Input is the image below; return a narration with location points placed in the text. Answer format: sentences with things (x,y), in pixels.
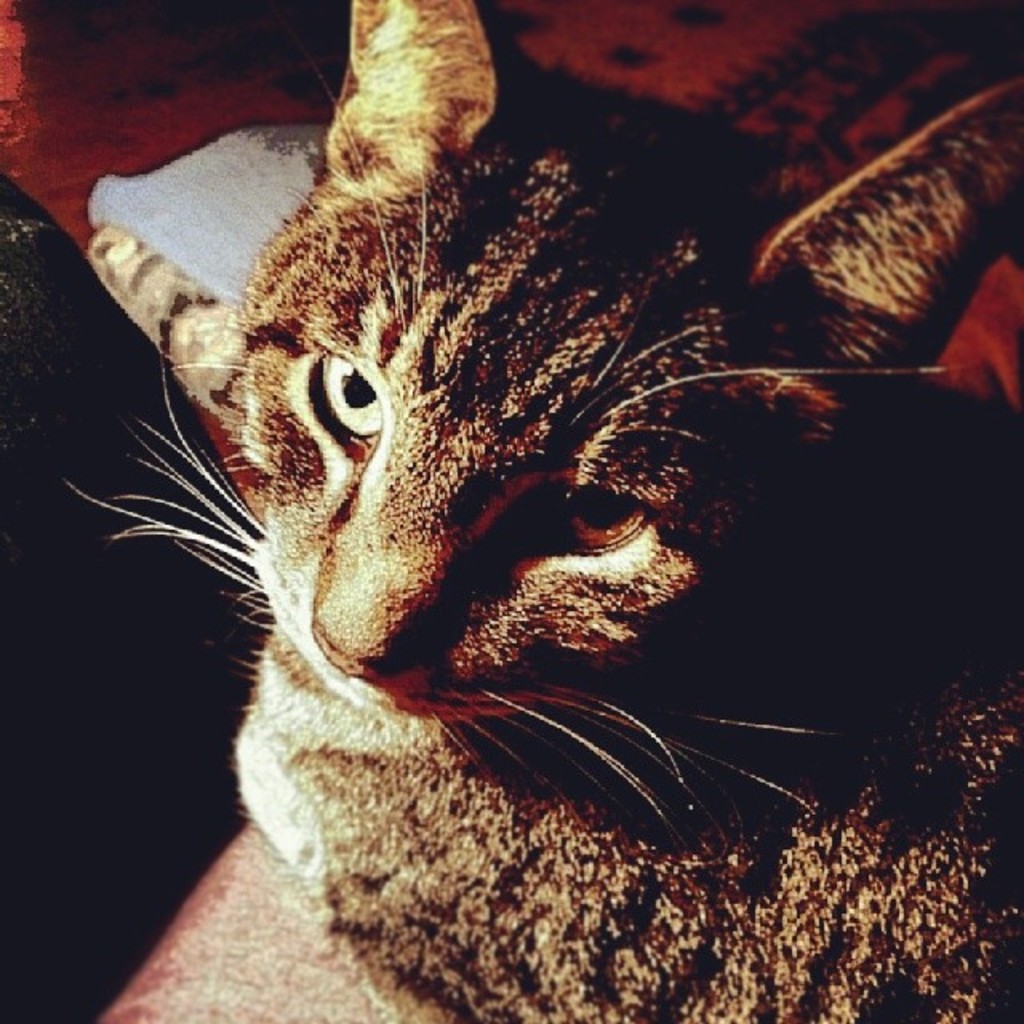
In front of the picture, we see a cat (655,679) which is looking at the camera. It might be sitting on the sofa chair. Beside that, we see a red color thing (806,119) and it might be a sofa (645,83).
